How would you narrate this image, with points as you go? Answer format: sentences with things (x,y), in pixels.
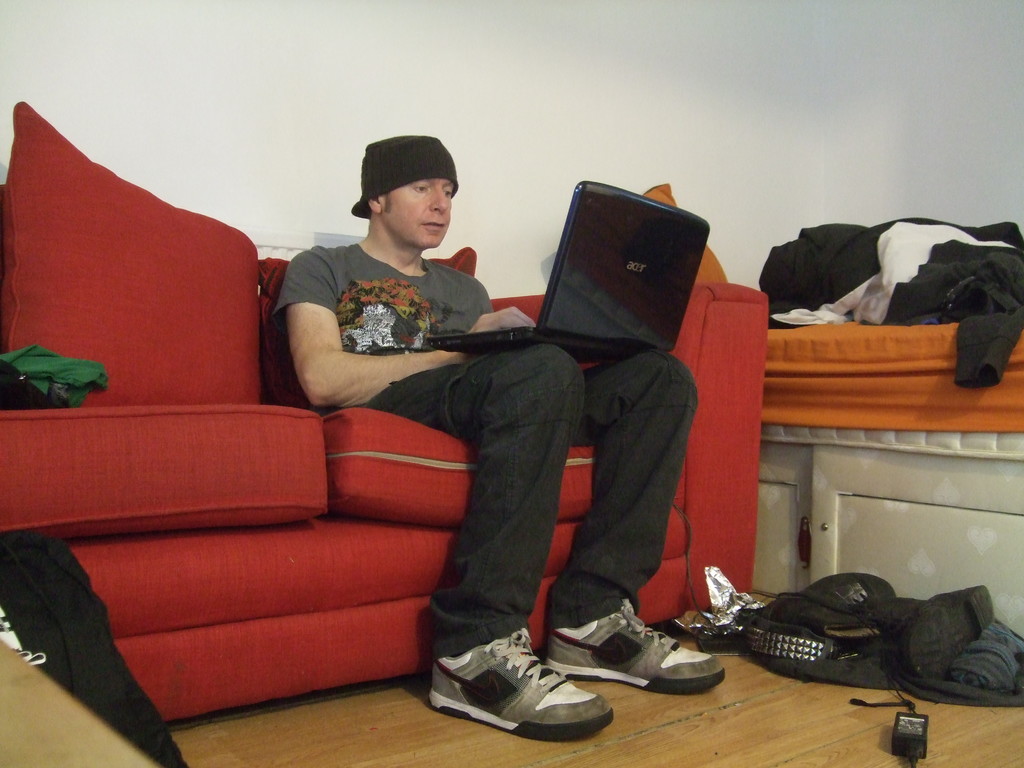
In this image the person (479,450) is sitting on the couch (207,424) and he is holding the laptop (637,263). On the bed (921,389) there are clothes (872,260). The couch (363,509) is in red color. The person (421,218) is wearing a hat (400,168). The bed (855,390) is in orange color. The background (875,99) is in white color.
